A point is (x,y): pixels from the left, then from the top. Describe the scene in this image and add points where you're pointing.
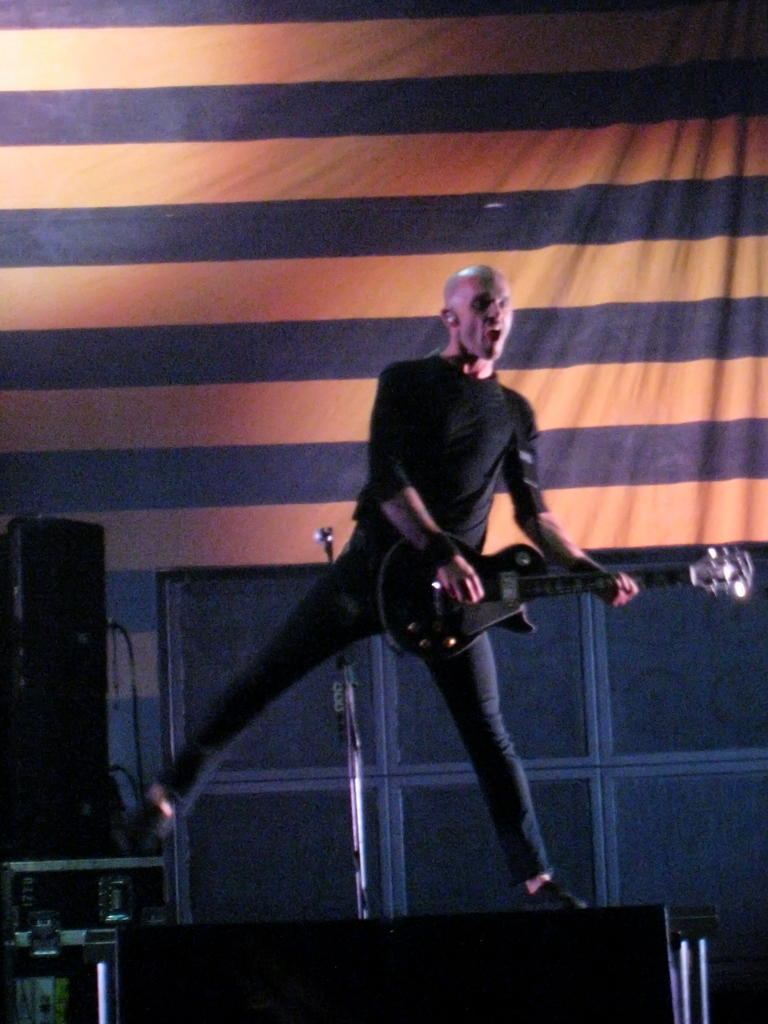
In this picture we can see a man (459,557) is jumping and playing a guitar (463,597), there is a microphone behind him, it looks like a speaker (51,684) on the left side (36,673), in the background (535,230) there is a cloth (476,174).
